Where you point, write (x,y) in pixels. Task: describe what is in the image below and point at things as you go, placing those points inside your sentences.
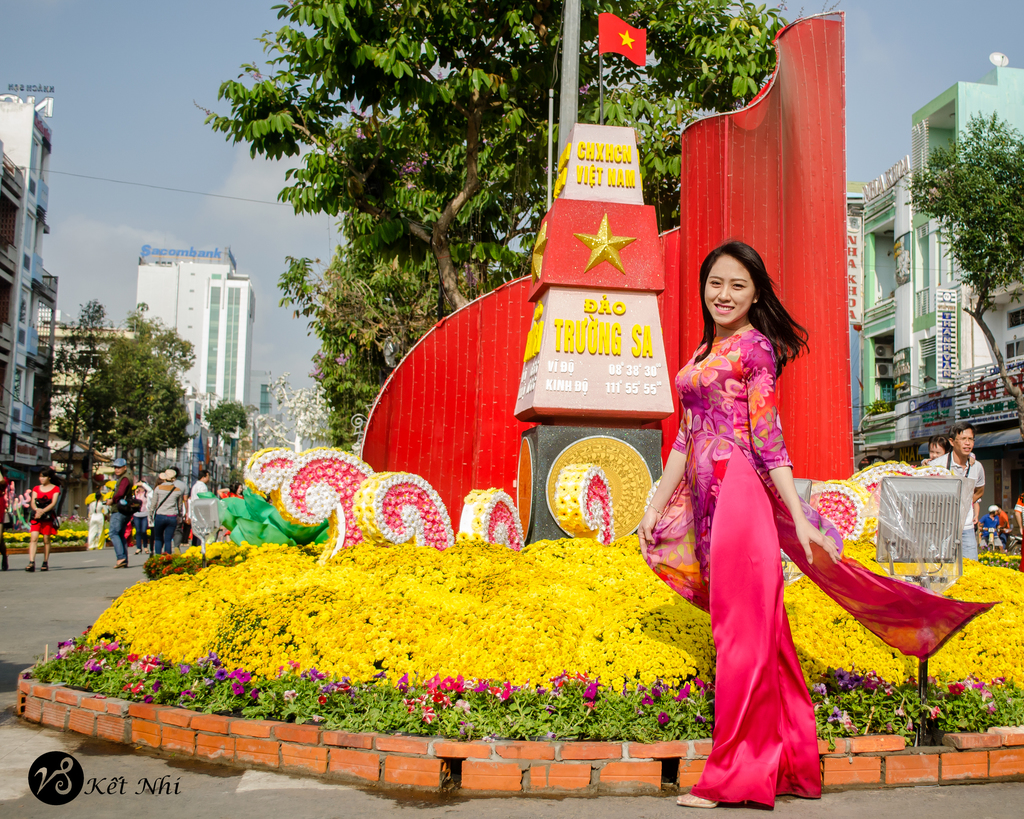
This picture describes about group of people (682,487), in the middle of the given image we can see a woman (719,337), she is smiling, beside to her we can see bricks (595,753), flowers (598,628), light (915,554) and a flag (642,39) on the tower (590,342), in the background (553,131) we can see a pole (562,51), trees (361,195), buildings (947,269), hoardings (950,297) and few more people (117,503).
